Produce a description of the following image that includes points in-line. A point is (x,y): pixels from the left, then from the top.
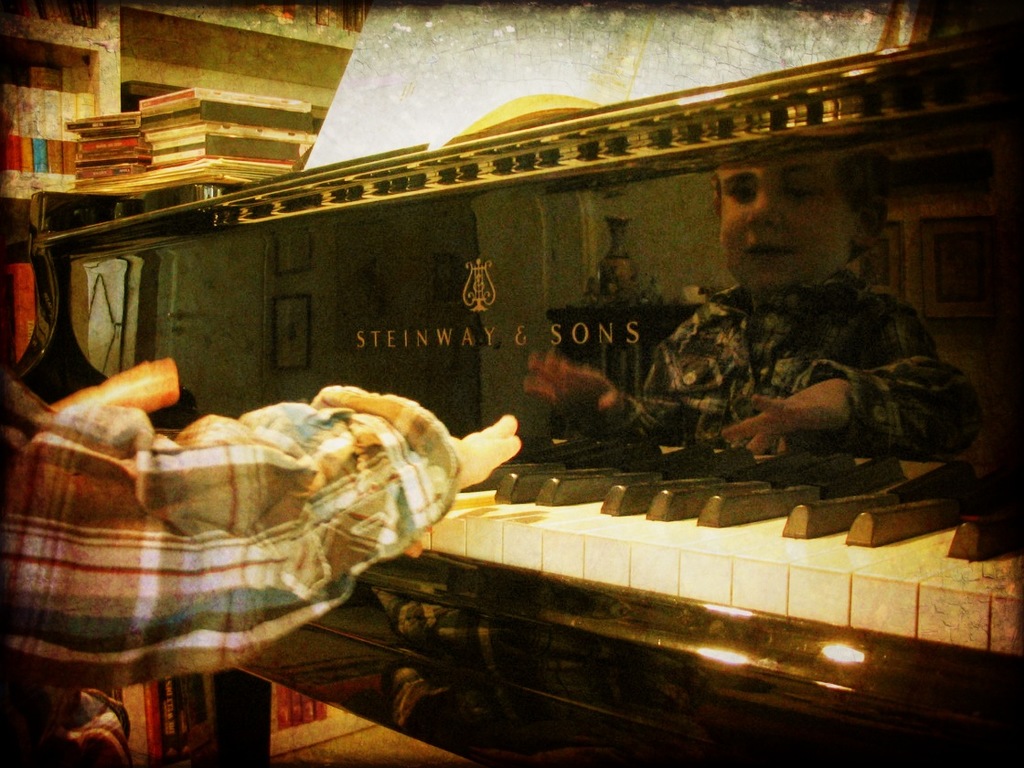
There is a kid (151,489) playing with a piano (589,487) in front of him.
